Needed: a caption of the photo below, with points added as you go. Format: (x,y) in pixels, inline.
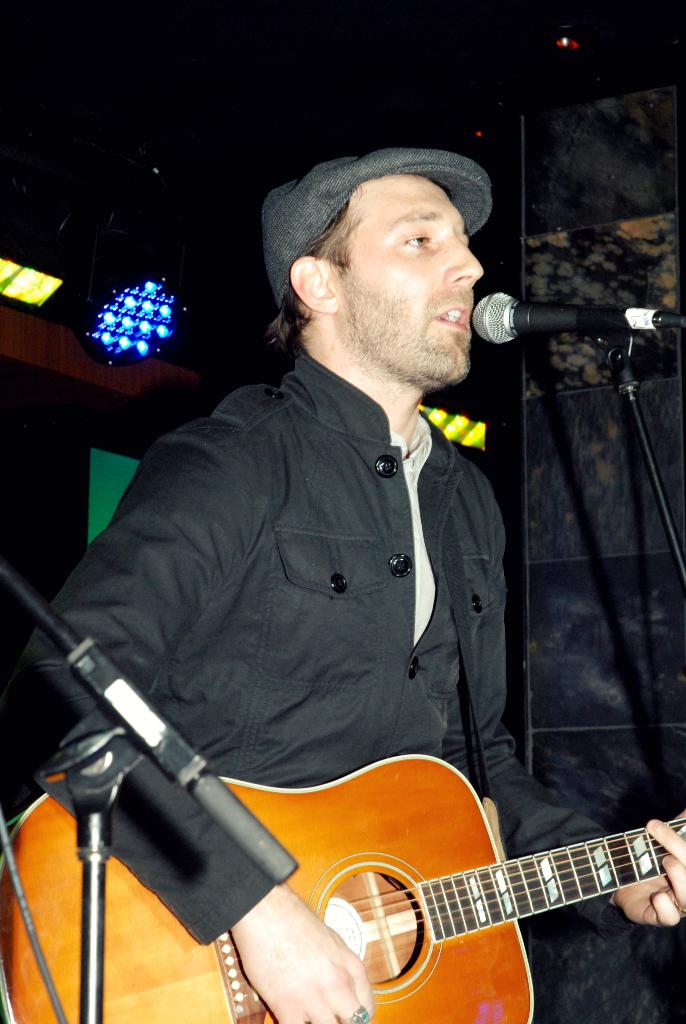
there is person (304,423) holding a guitar (411,782) and singing in a microphone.
